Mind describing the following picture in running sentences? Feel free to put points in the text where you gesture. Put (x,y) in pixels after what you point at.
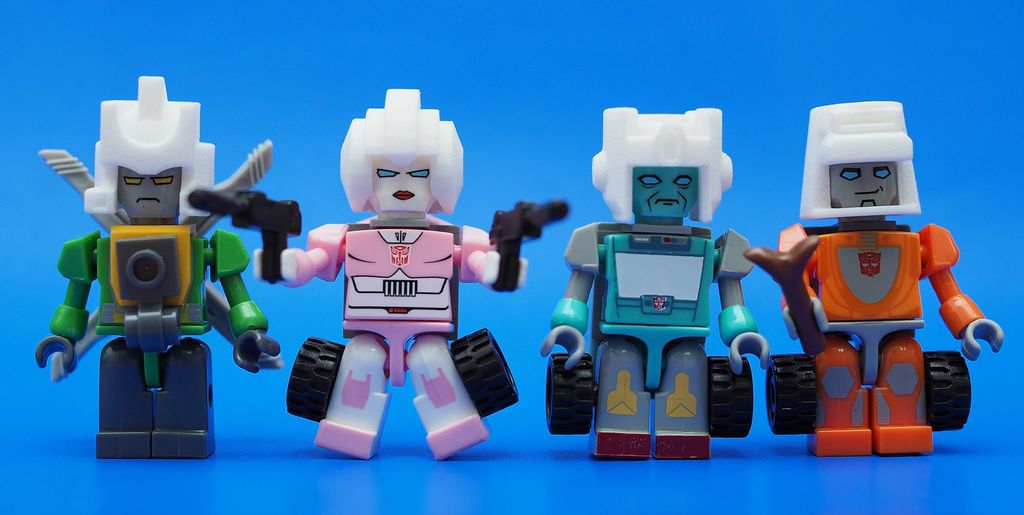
In this picture we can see 4 robot toys (476,415) kept on a blue surface (52,394).
